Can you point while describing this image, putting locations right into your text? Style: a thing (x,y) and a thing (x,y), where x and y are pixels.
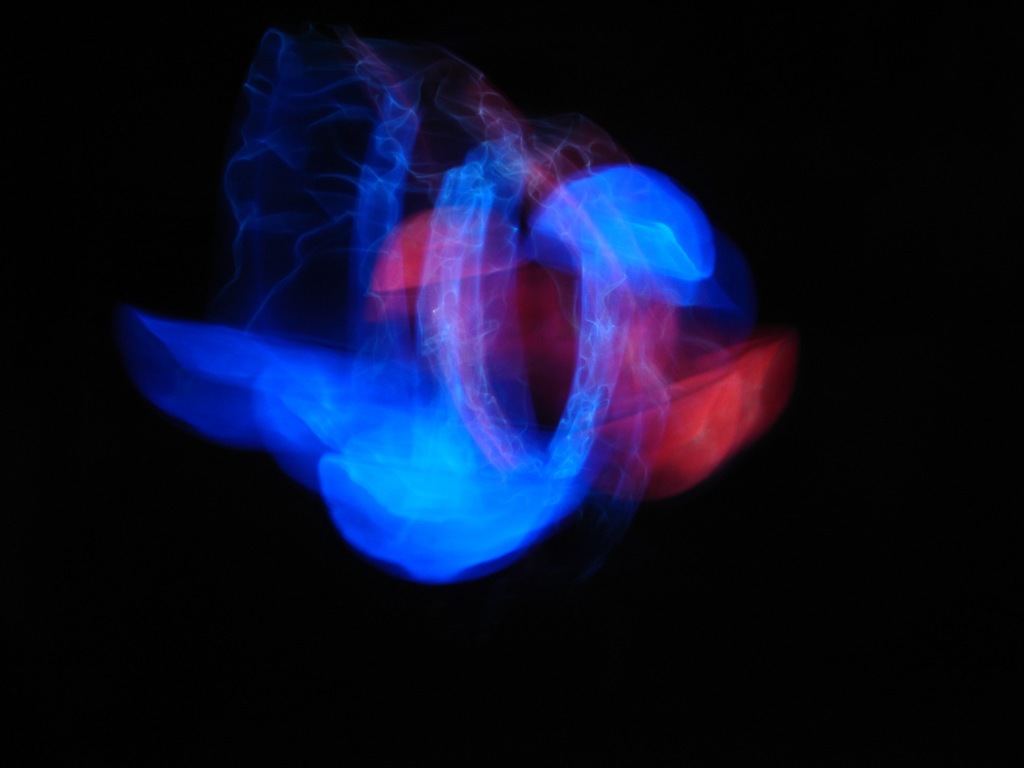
In the middle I can see lights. The background (805,544) is dark in color. This image is taken may be during night.
